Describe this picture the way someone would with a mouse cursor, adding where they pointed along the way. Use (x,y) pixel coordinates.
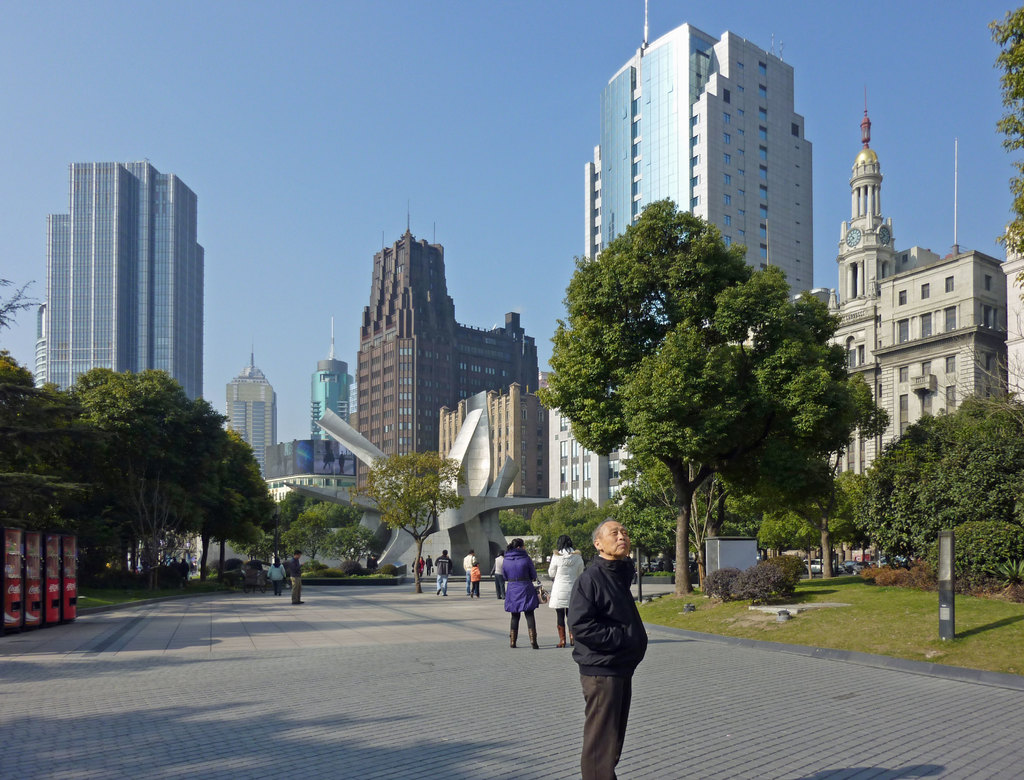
In this image, we can see people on the road (343,652) and in the background (437,305), there are trees (734,385), buildings (905,316), poles (944,563) and there is a monument (466,511).
